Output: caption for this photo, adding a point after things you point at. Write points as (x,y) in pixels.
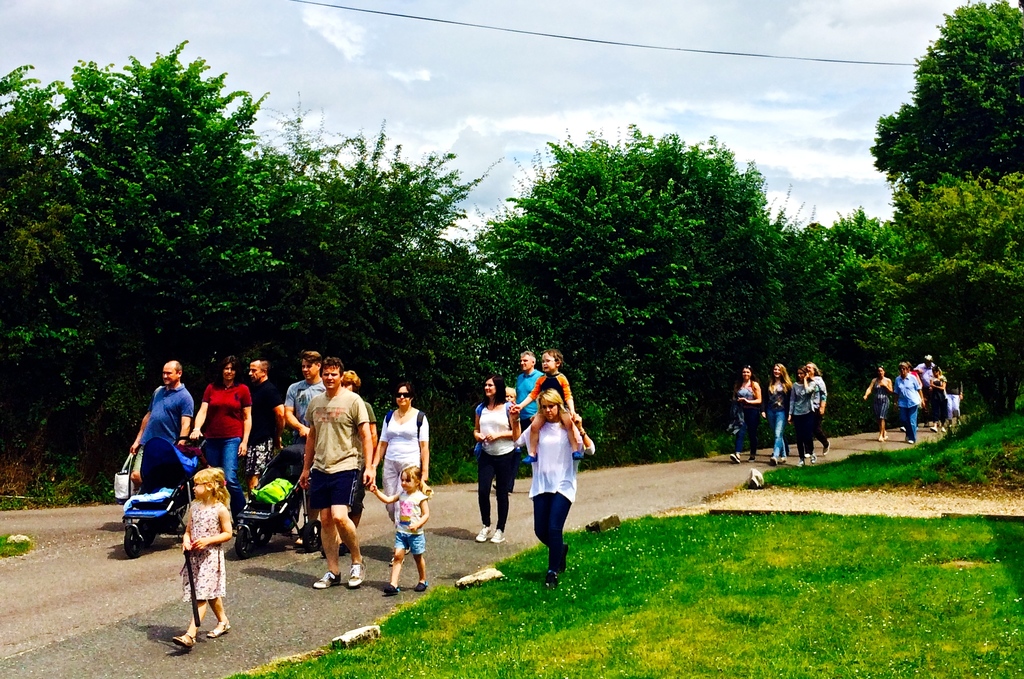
In this image I can see group of people (268,384) walking on the road (742,465), the person (296,389) in front is holding a trolley (282,478) which is in black color. Background (448,297) I can see grass (766,597) and trees (538,293) in green color and the sky (545,97) is in white color.
